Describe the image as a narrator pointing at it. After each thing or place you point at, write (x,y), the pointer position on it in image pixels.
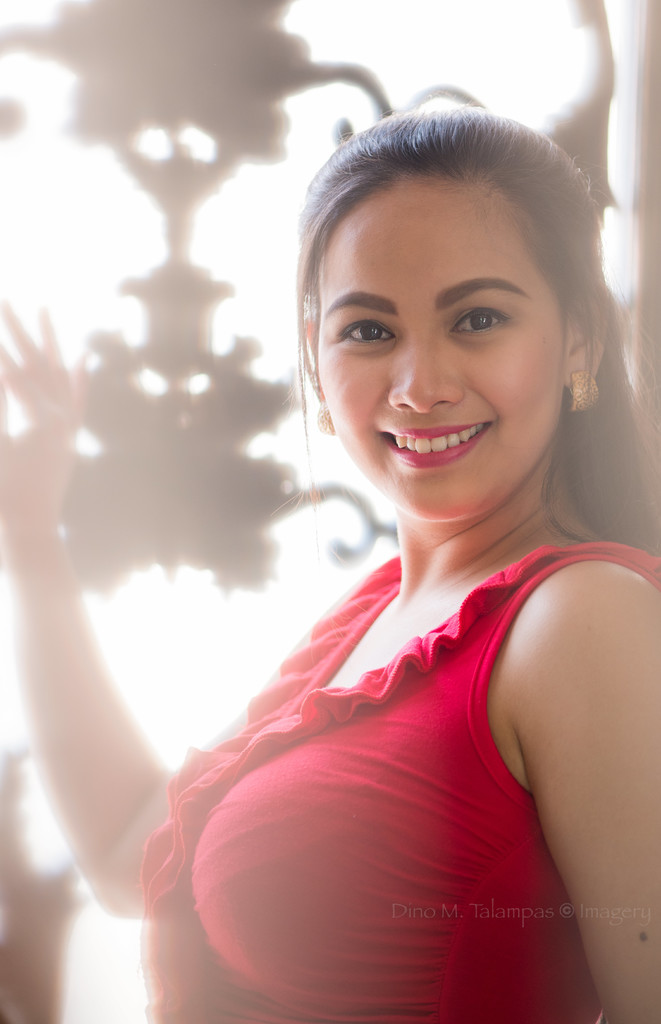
In this image in front (593,805) there is a person (638,740) wearing a smile (399,434) on her face (479,472). Behind her there are a few objects (92,15). There is some text (416,913) at the bottom of the image (416,913).
